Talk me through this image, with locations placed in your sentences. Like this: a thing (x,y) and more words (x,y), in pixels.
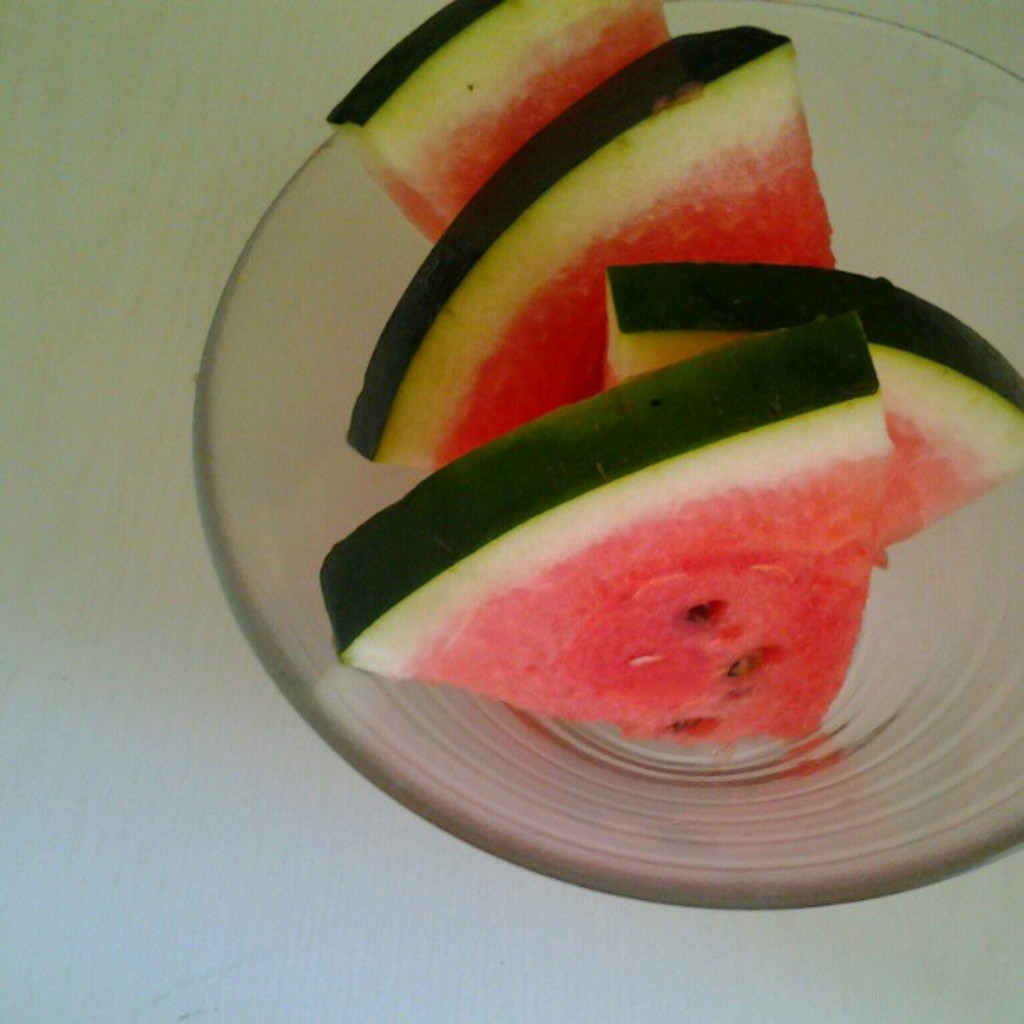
In this picture we can see a bowl (292,514) on the surface (135,278) with watermelon pieces (543,495) in it.
